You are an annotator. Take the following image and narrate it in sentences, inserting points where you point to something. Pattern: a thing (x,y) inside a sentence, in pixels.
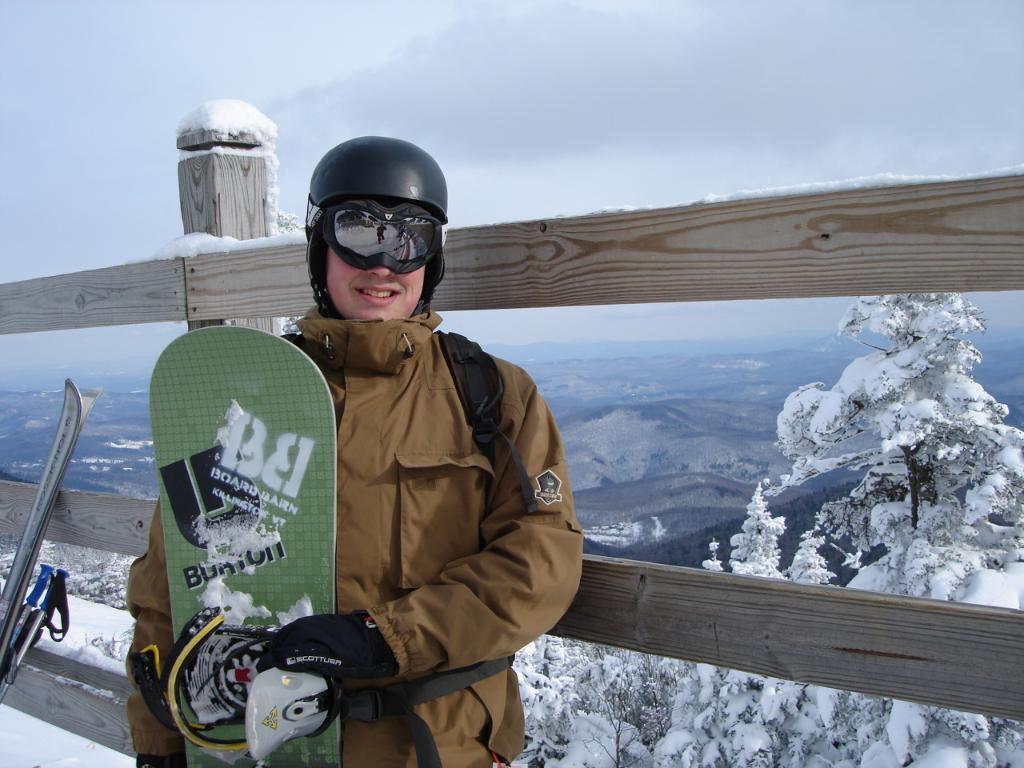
In this picture I can see a person (407,284) wearing the helmet (371,191) and holding a snowboard (278,487). I can see the wooden fence (866,593). I can see snow (812,549). I can see the tree (788,426) on the right side (864,578). I can see hills (697,404) in the background (734,439). I can see clouds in the sky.
